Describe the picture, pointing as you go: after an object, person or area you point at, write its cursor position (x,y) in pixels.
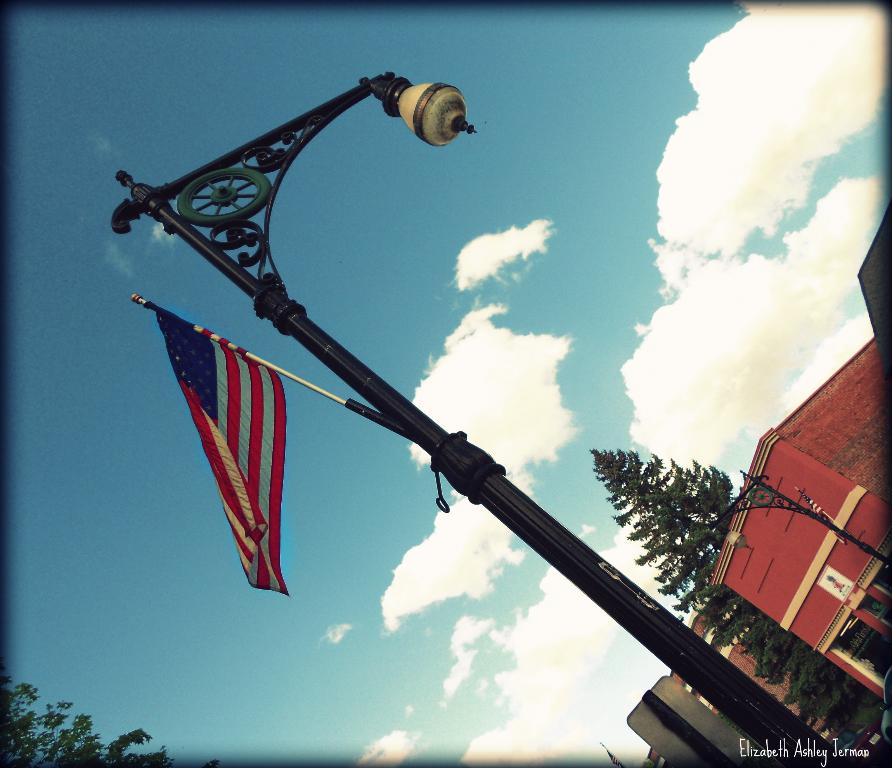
In the center of the image (419,426) we can see a pole (812,735) and there is a flag (240,447) placed on it. In the background (785,540) there are trees (745,636), building (766,684), pole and sky (593,361).
